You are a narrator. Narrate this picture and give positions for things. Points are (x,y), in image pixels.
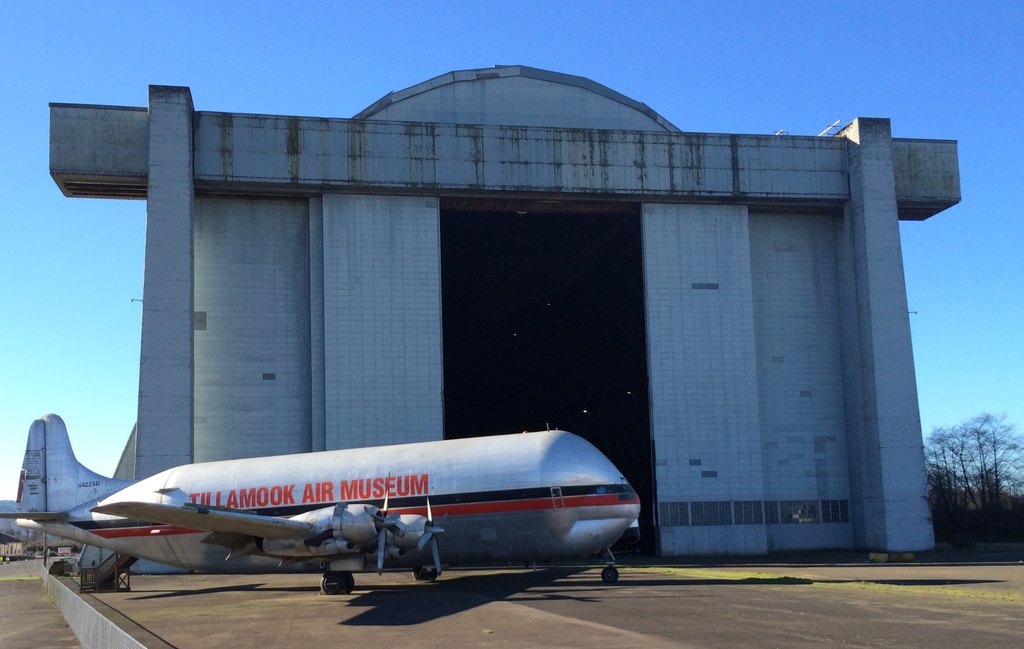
In this image we can see an airplane (456,501) on the ground (479,619), a building (406,237), few trees (983,484) on the right side (978,499) and the sky (989,269) in the background (299,31).
